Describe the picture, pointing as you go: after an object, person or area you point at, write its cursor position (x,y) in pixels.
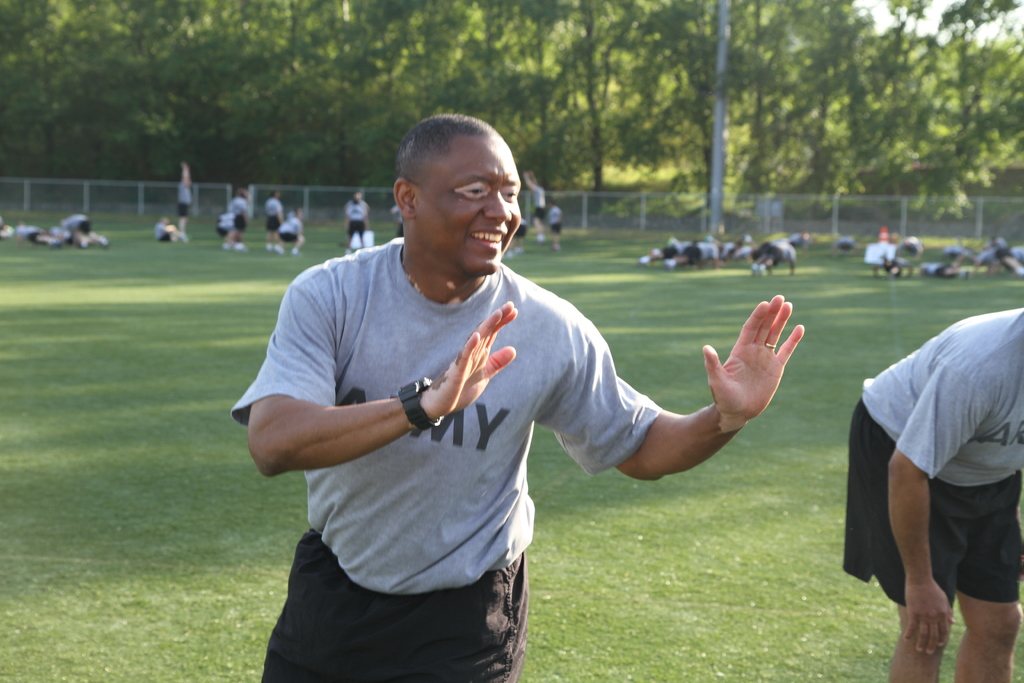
In this image in the foreground (922,446) there are two persons (487,455) and in the background (885,262) there are some people (69,229) who are doing exercises and also there are some trees (580,102), net (254,214) and pole (719,92). At the bottom (661,491) there is grass (580,573).
